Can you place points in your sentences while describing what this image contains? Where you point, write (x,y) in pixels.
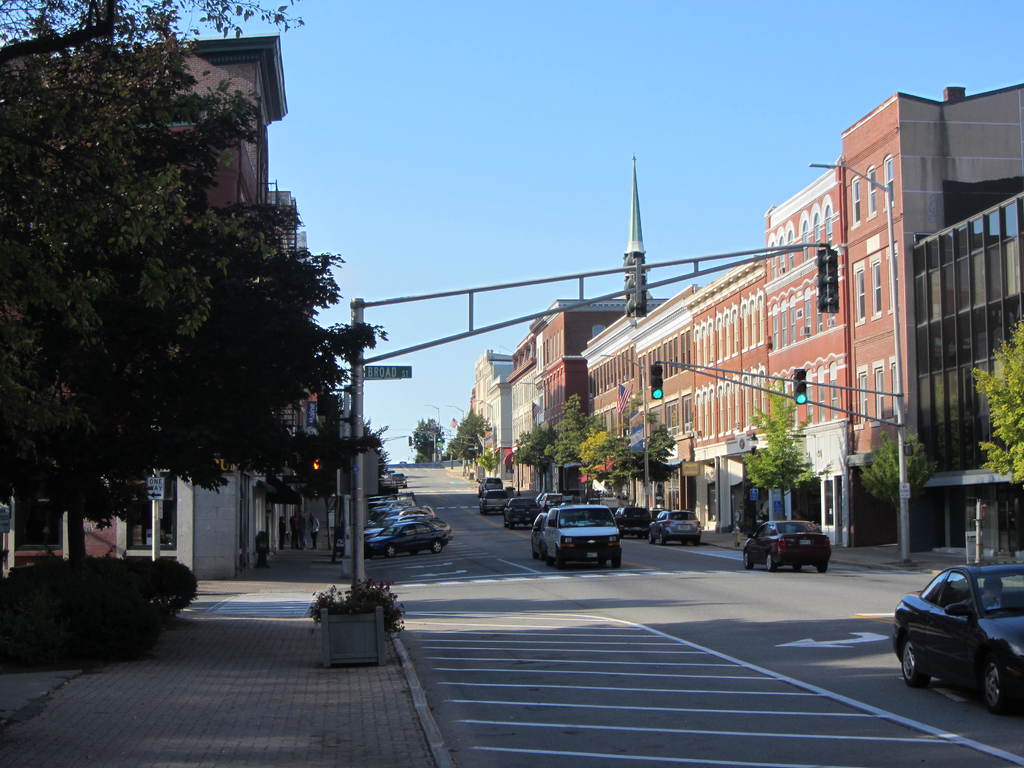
At the top of the picture (573,68) we can see a clear blue sky (573,68) and it seems like a sunny day. On either side of the road (405,632) we can see buildings (820,354), trees (429,420) and cars (756,553). Here we can see a green board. This is a plant (390,597). This is a road (405,617).
